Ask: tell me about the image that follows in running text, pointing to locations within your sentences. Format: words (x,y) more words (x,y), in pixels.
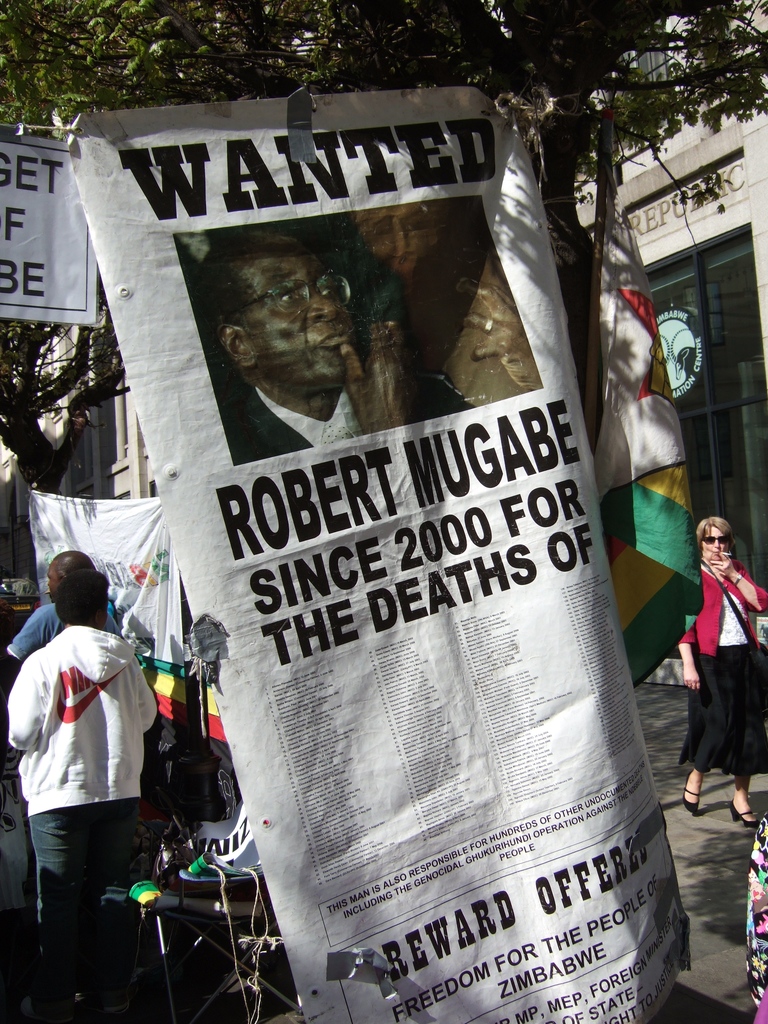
In the image there is a wanted poster (353,301) attached to a tree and around that poster (290,475) there are some people (138,687), flags (144,521) and on the right side (708,206) there is a building (723,155).
